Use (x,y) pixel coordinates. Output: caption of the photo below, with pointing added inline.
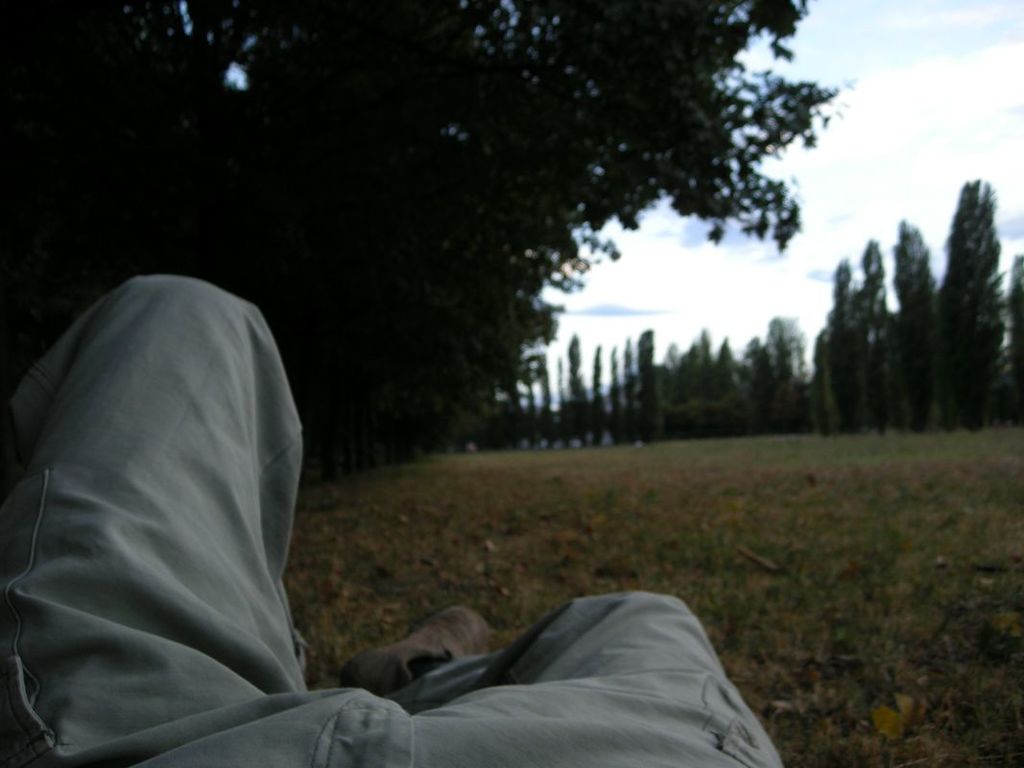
In this image we can see the legs (584,638) of a person (581,664). We can also see some grass (832,620), a group of trees (899,403) and the sky (851,217) which looks cloudy.
